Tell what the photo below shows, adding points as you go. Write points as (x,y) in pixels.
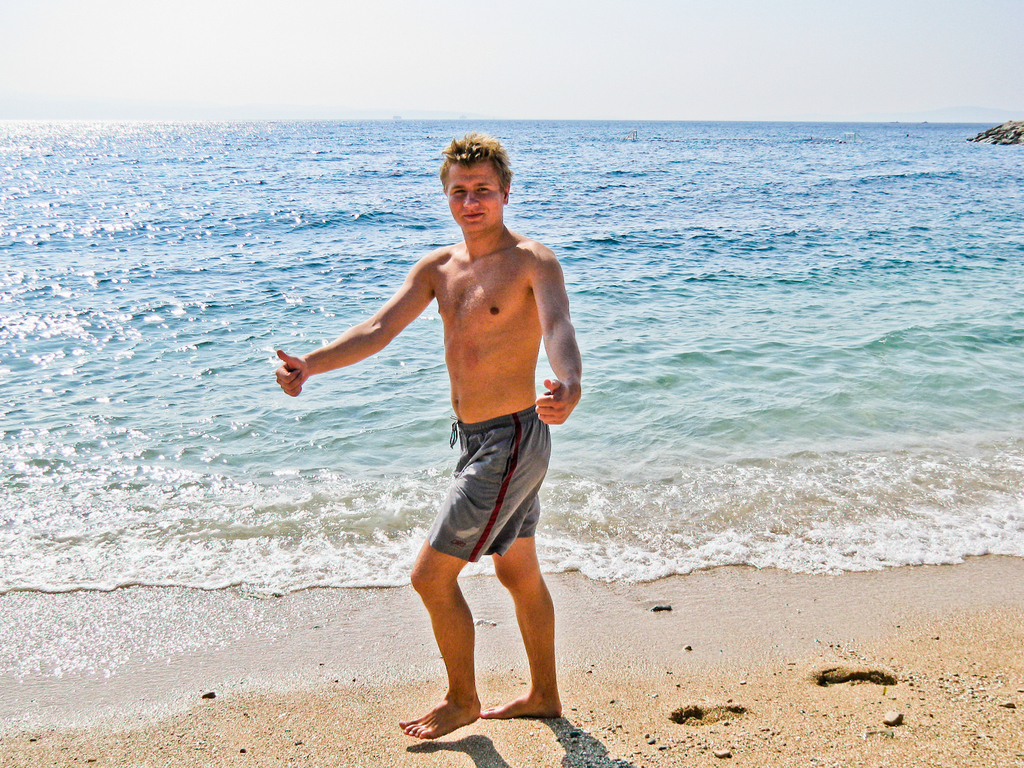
In this image in the front (484,346) there is a person (461,381) standing. In the background (552,219) there is an ocean (662,194). On the right side (996,138) there are stones (1009,139).
